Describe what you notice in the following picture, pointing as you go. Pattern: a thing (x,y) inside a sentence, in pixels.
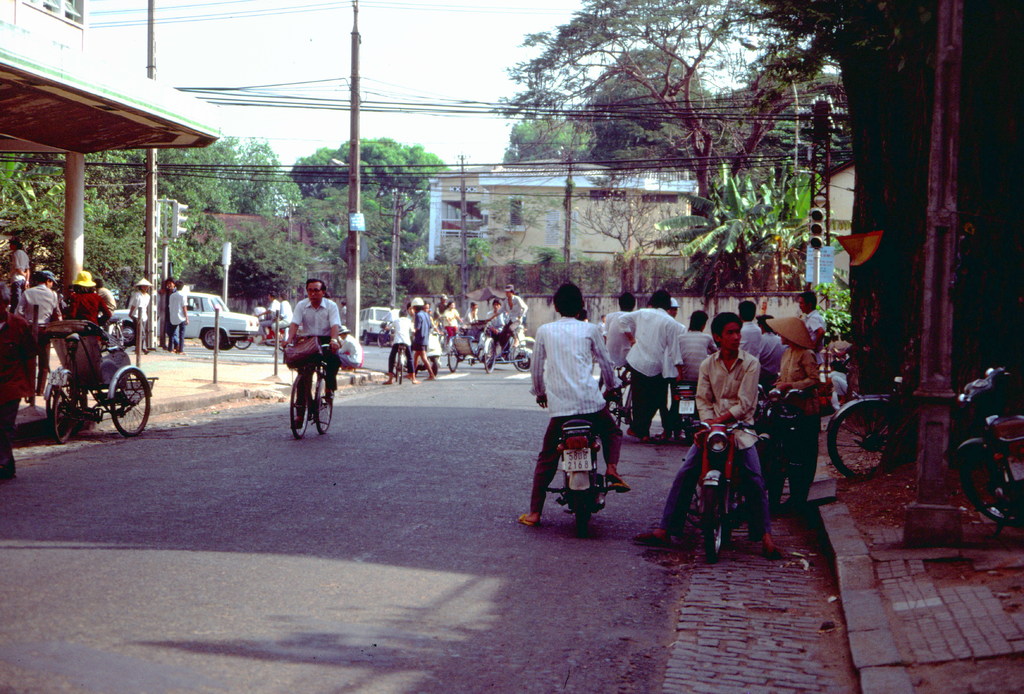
In this picture we can see vehicles (230,321) on the road (403,387) and some people (335,375) are on these vehicles (440,347), some people (139,281) are on the footpath (181,386), poles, trees (694,216), buildings (835,219), traffic signals (815,221) and some objects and in the background (387,61) we can see the sky (434,39).
